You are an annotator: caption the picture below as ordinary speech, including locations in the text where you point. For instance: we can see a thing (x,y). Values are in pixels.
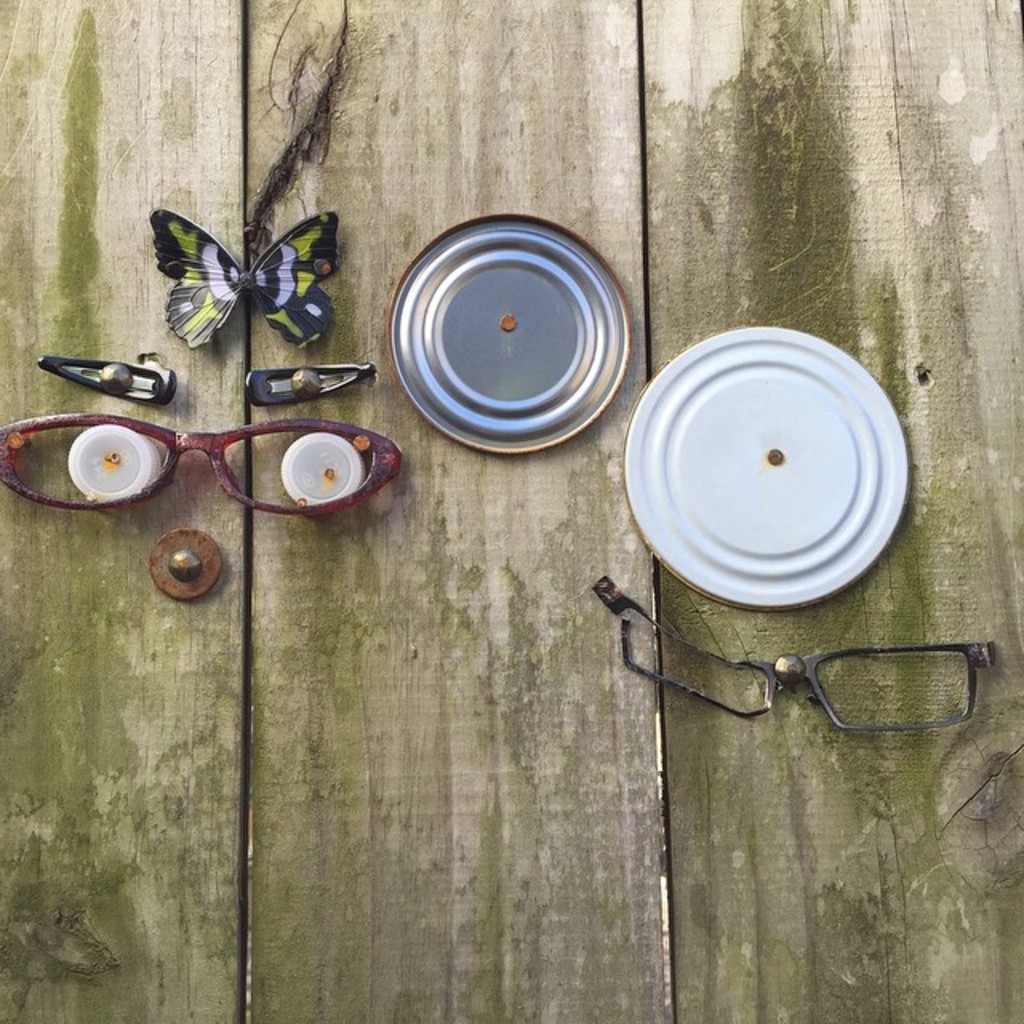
In this image at the bottom (594,779) there is a wooden table (536,661), on the table (471,514) there are some clips (346,385), butterfly (198,263) and some objects (729,475).
